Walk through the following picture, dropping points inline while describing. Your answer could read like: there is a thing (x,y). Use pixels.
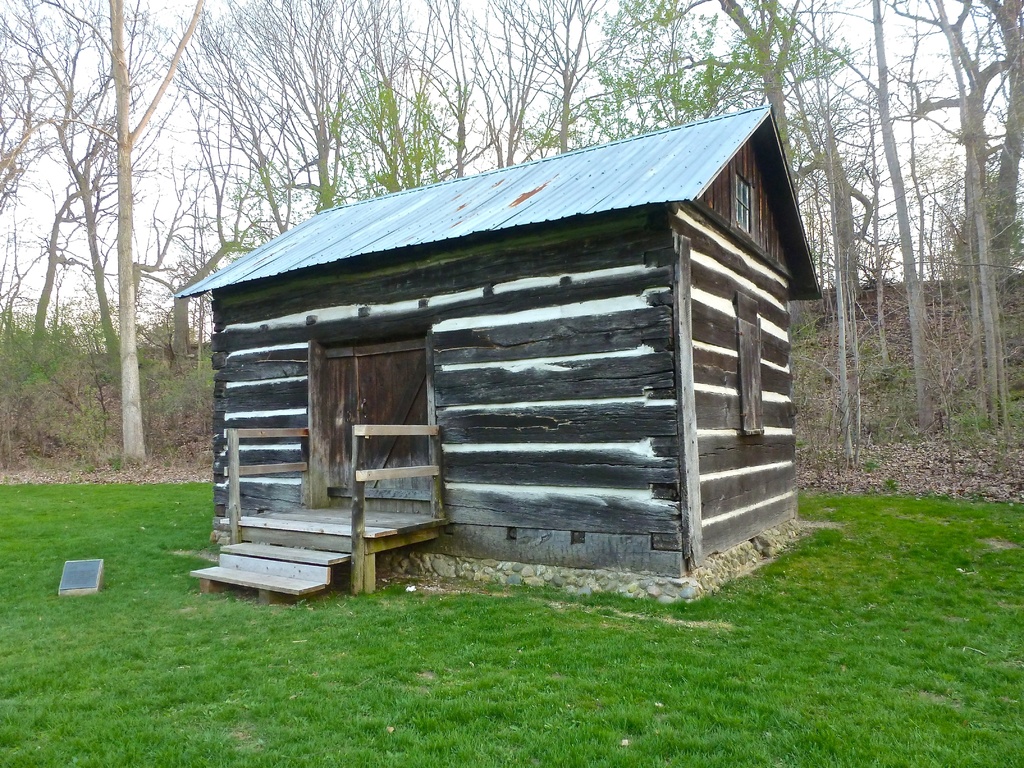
In the image we can see there is a ground (578,750) covered with grass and there is a wooden house (509,188). There is a iron sheet roof (535,201) on top of the house (576,194) and behind there are lot of trees (997,324).
